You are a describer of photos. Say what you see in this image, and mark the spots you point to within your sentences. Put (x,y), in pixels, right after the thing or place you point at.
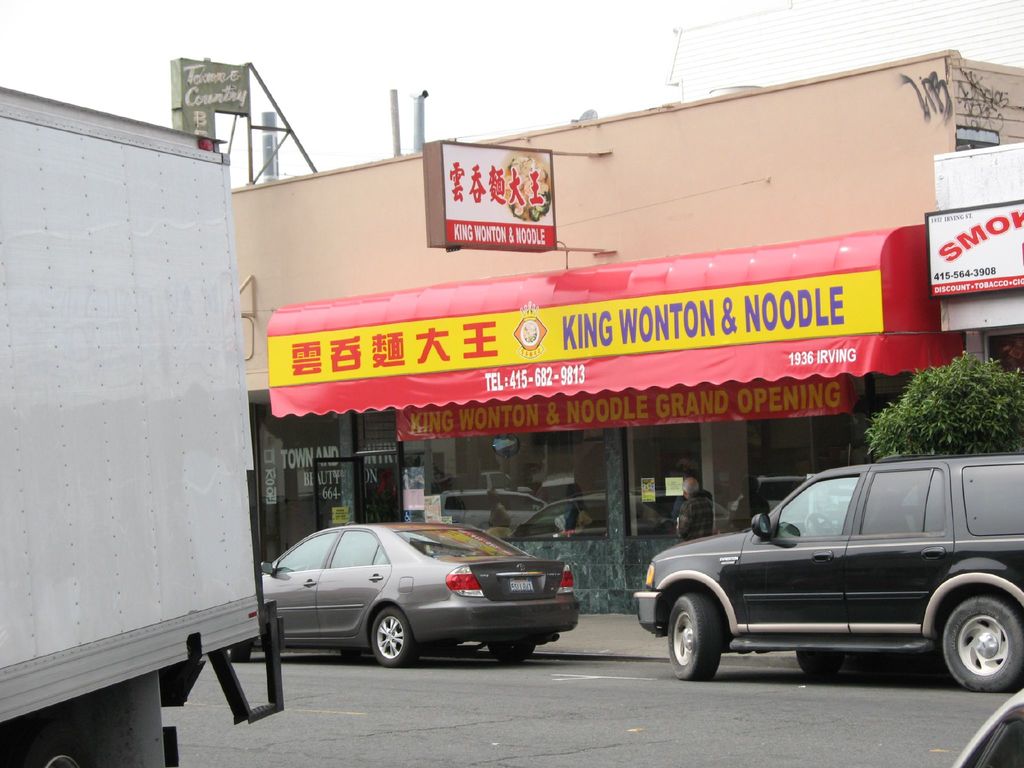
In this image I can see there are two vehicles (346,588) visible in front of the building (524,460) and I can see a hoarding board (469,321) attached on the building (264,365) and at the top (575,111) I can see the sky (366,90) and I can see a truck (126,190) visible on the left side (179,400) and I can see a plant (921,408) on the right side (999,390).
